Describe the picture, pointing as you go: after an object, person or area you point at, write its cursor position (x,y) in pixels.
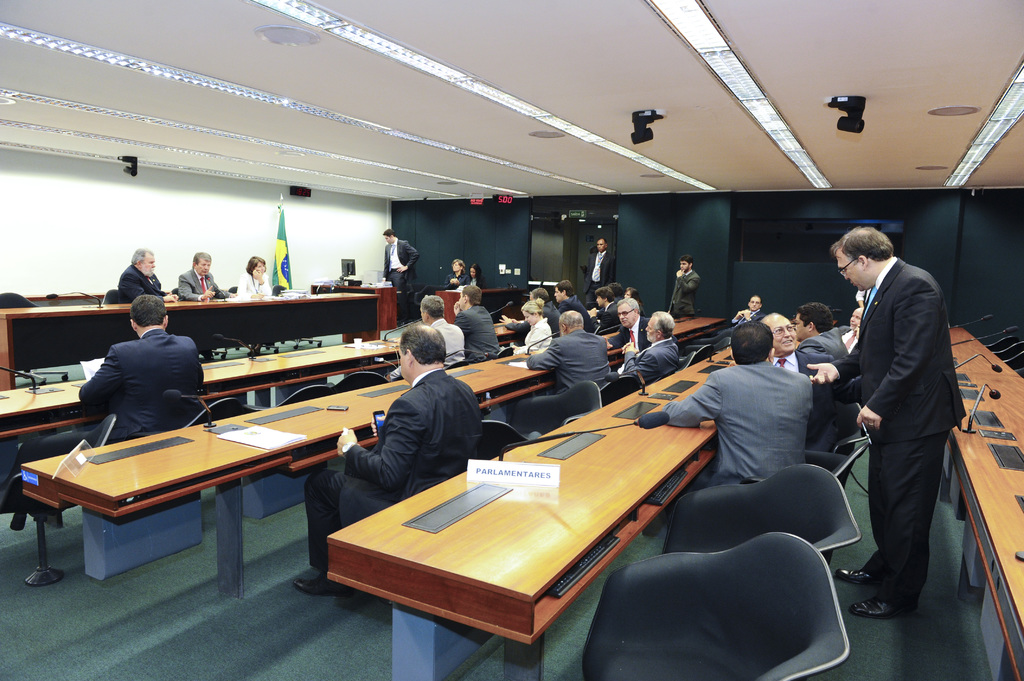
It seems to be the image is inside the conference hall (534,261). In the image there are group of people (537,336) sitting on chair (490,424) in front of a table (295,450), on table (332,426) we can see a book (257,430), board (514,468), microphone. On right side (871,321) there is a man (903,350) standing, on left side (336,230) we can also see a flag (284,243) and a wall (140,223) which is in white color in middle (552,261) there is a door (550,242) which is closed, on top (519,86) there is a roof (536,79) with few lights (748,101).
